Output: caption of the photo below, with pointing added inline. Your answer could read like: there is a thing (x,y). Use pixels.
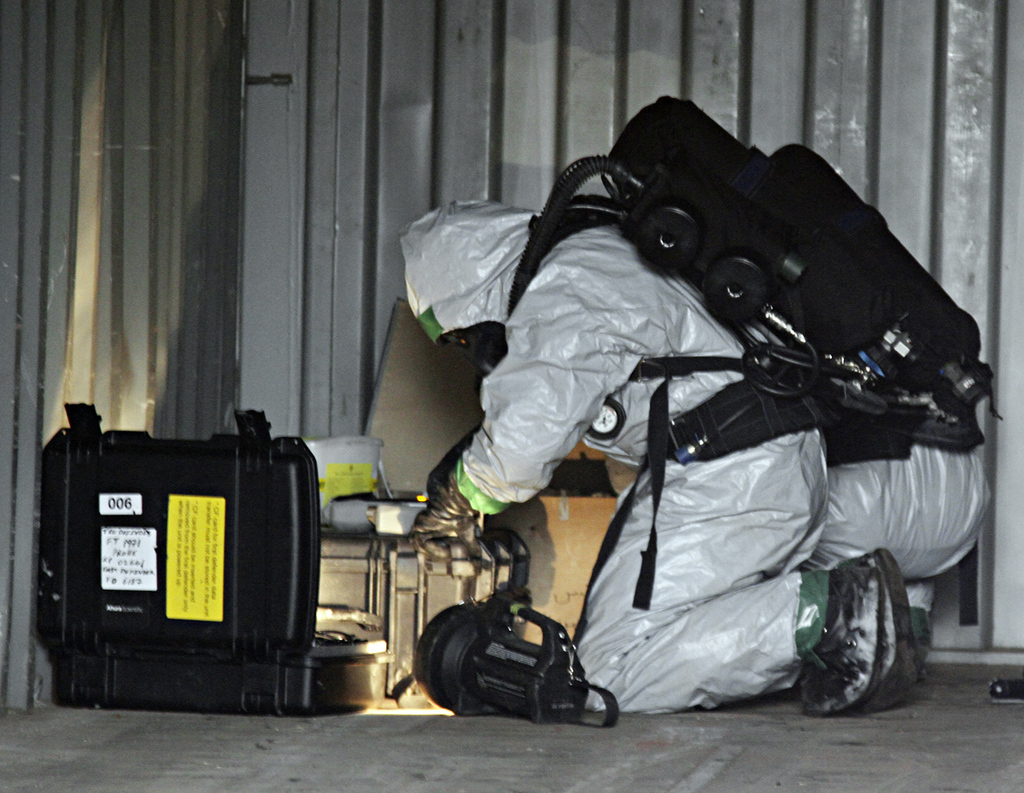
In the picture we can see a man (615,675) sitting and doing some work in the box (437,602), he is wearing a white dress (669,563) with a bag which is black in color, with shoes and gloves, beside him there is a steel wall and a box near it.
